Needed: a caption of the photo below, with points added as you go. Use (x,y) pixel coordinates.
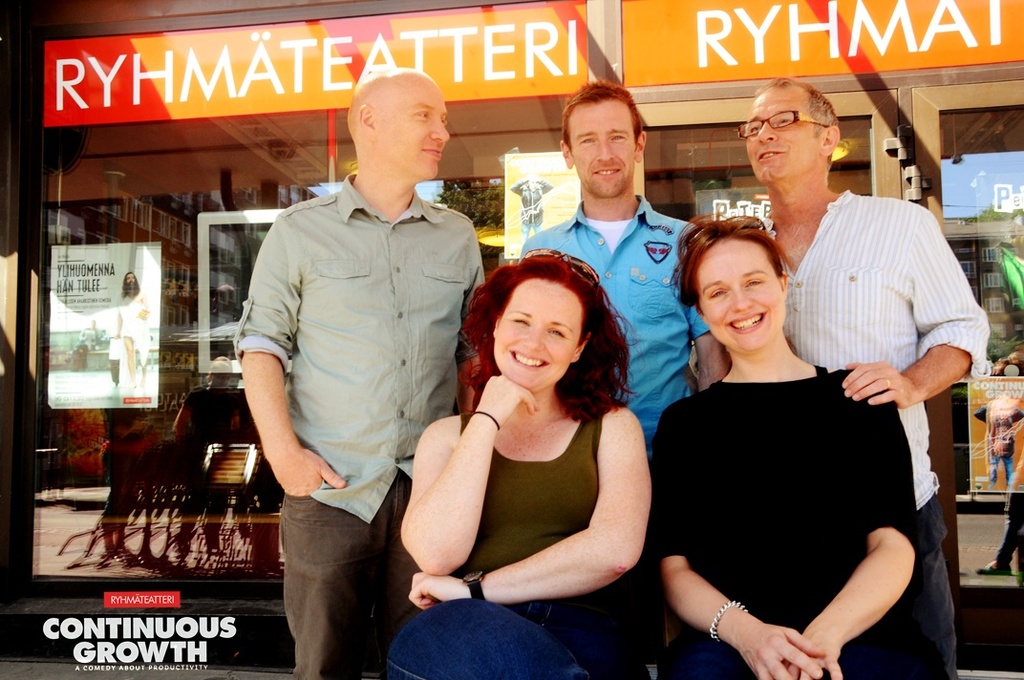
In the picture we can see three men (931,352) are standing and two women (513,294) are sitting in front of them and they are smiling and in the background (991,228) we can see some shops (1004,596) with glasses (123,473) and on the top of the shop (194,310) we can see the board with a name RHYME TEATTERI.
